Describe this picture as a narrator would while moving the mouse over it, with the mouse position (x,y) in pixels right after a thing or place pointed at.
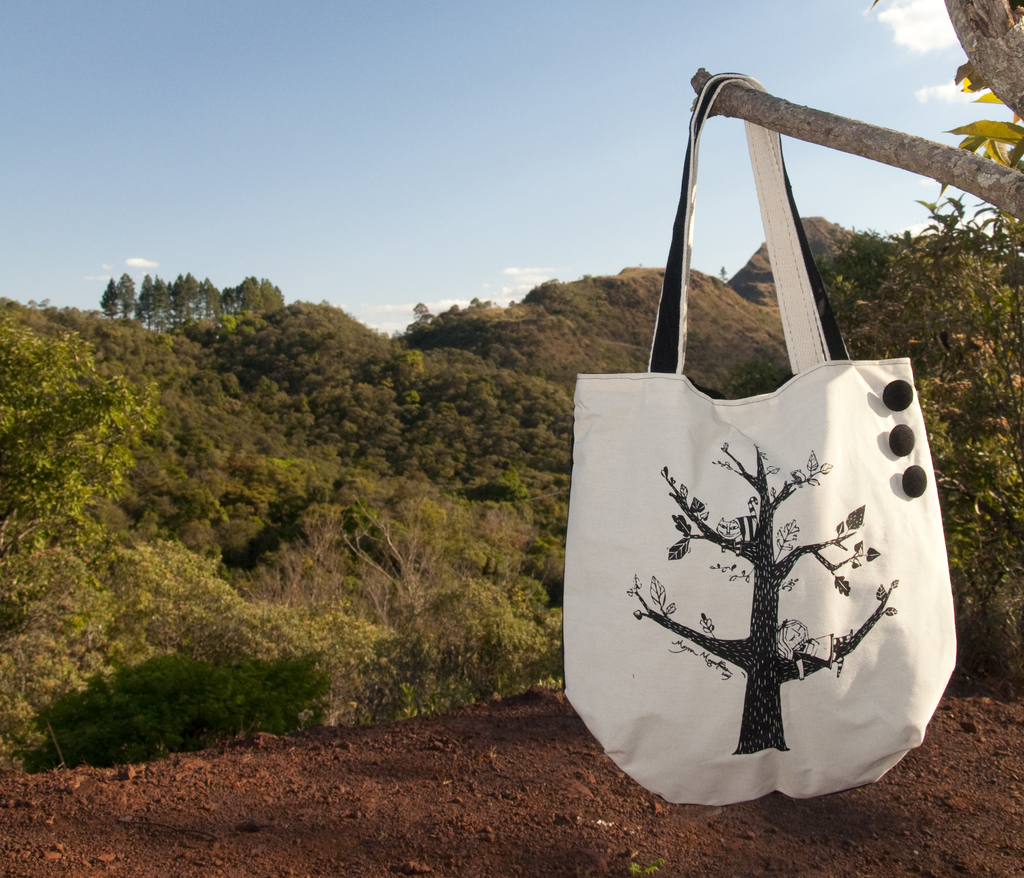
In this picture there is a white color hand bag (857,647), which is placed on the stem (738,114) of the tree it seems to be a muddy floor (267,851) in the image and greenery (110,658) all the above.
